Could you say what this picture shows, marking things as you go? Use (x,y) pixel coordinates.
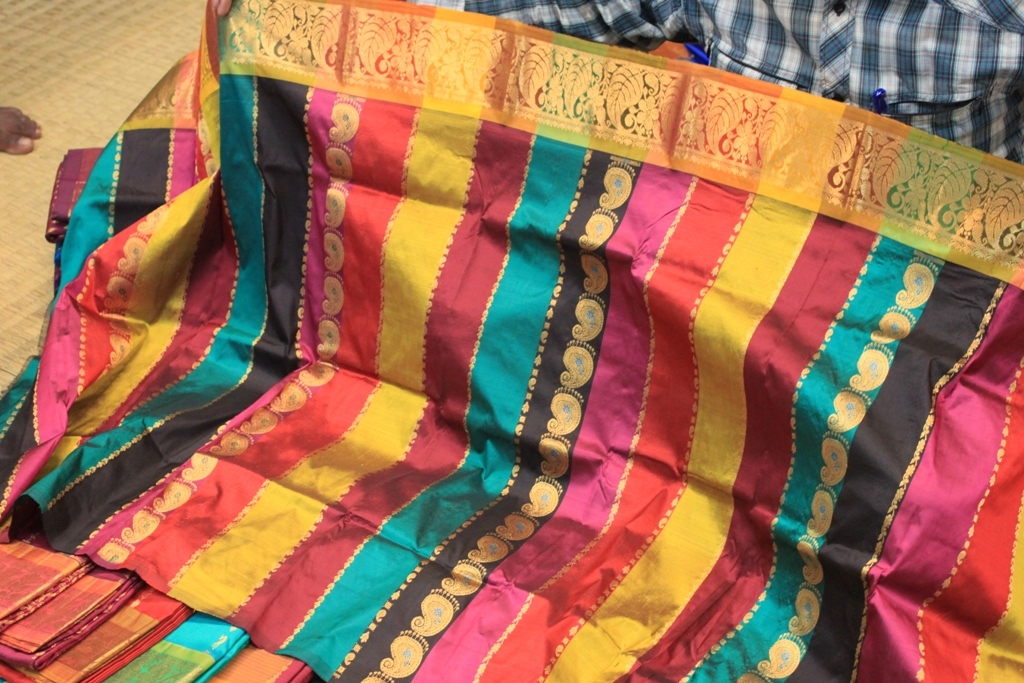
There is a saree (525,383) with multicolor. Also there are many other sari (89,609). And we can see a person (774,31) with shirt (834,33). In the pocket (908,103) there is a pen (884,108).
